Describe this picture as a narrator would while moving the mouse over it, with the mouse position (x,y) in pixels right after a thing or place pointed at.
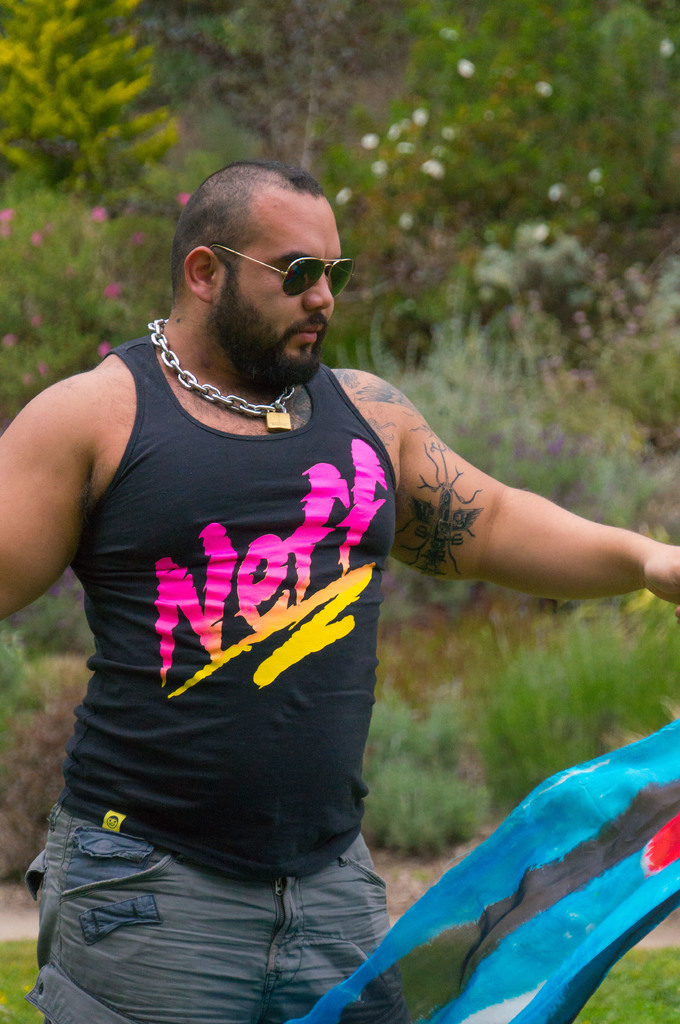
In this image we can see a man (286,508) is standing, he is wearing the glasses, at back (52,97) here are the trees (305,146), here are the flowers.
